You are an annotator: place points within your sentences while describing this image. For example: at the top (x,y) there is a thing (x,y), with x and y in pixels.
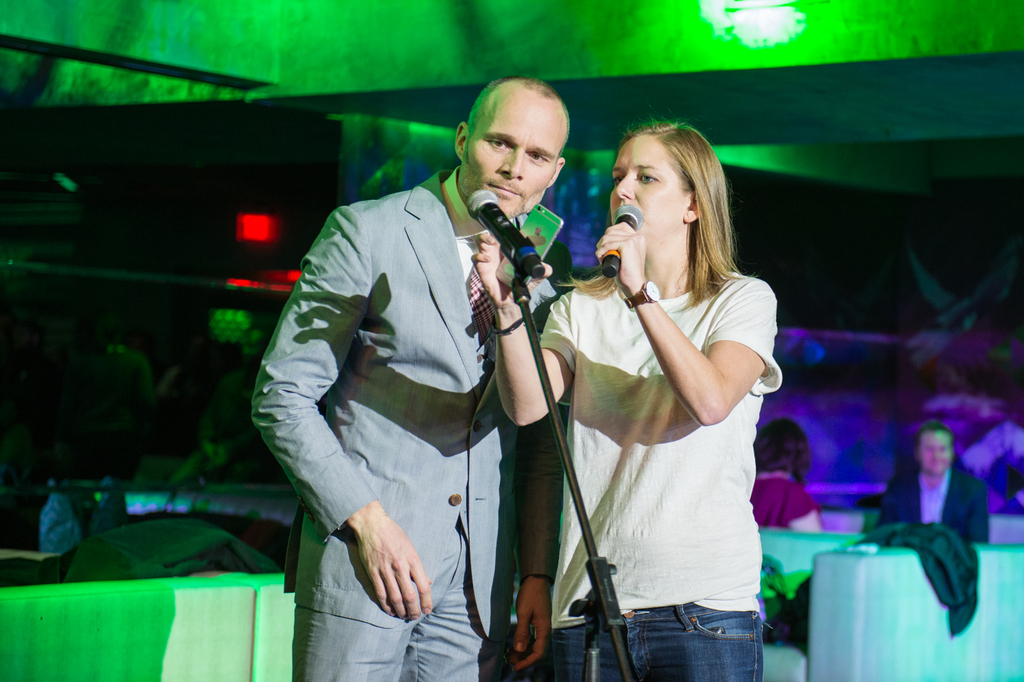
In the image we can see there are people (684,363) standing and a woman (708,389) is holding mic (620,252) and mobile phone (540,256) in her hand (484,235). There is mic (510,253) on the stand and behind there are people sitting on the chair (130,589).
